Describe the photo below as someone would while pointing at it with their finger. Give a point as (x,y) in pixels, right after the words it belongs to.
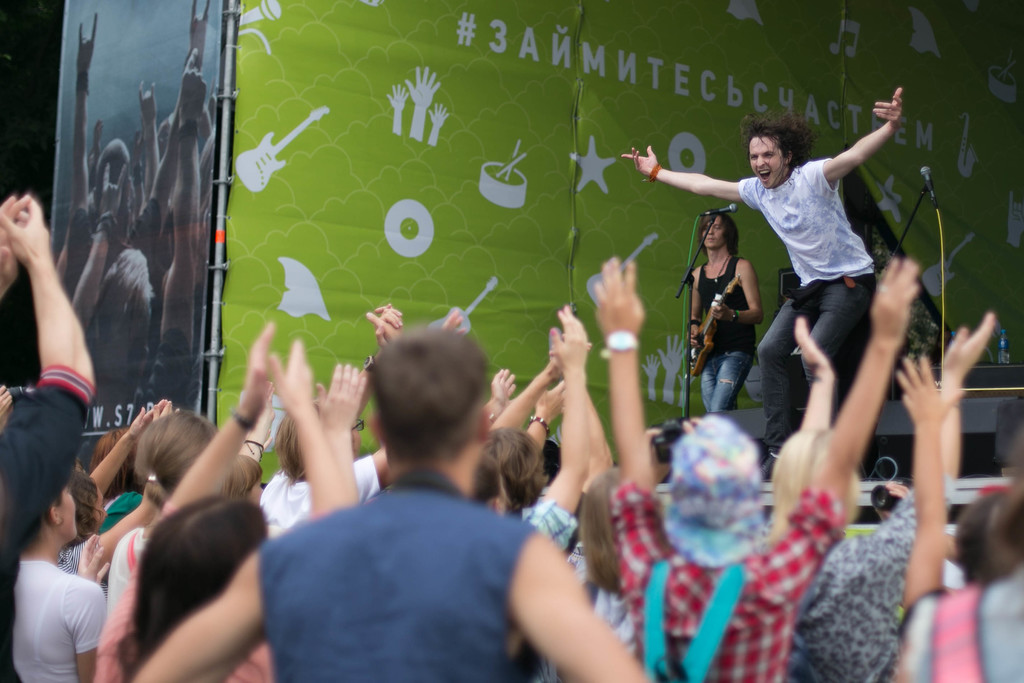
In this image there are people (518,483) standing by clapping hands (564,343) in the air (608,361). In the background (858,237), there is a man (827,273) standing on the stage (808,374) and also a woman (736,326) playing a guitar (707,342) and also we can see mic stands (699,251) and the banner wall (407,180).
